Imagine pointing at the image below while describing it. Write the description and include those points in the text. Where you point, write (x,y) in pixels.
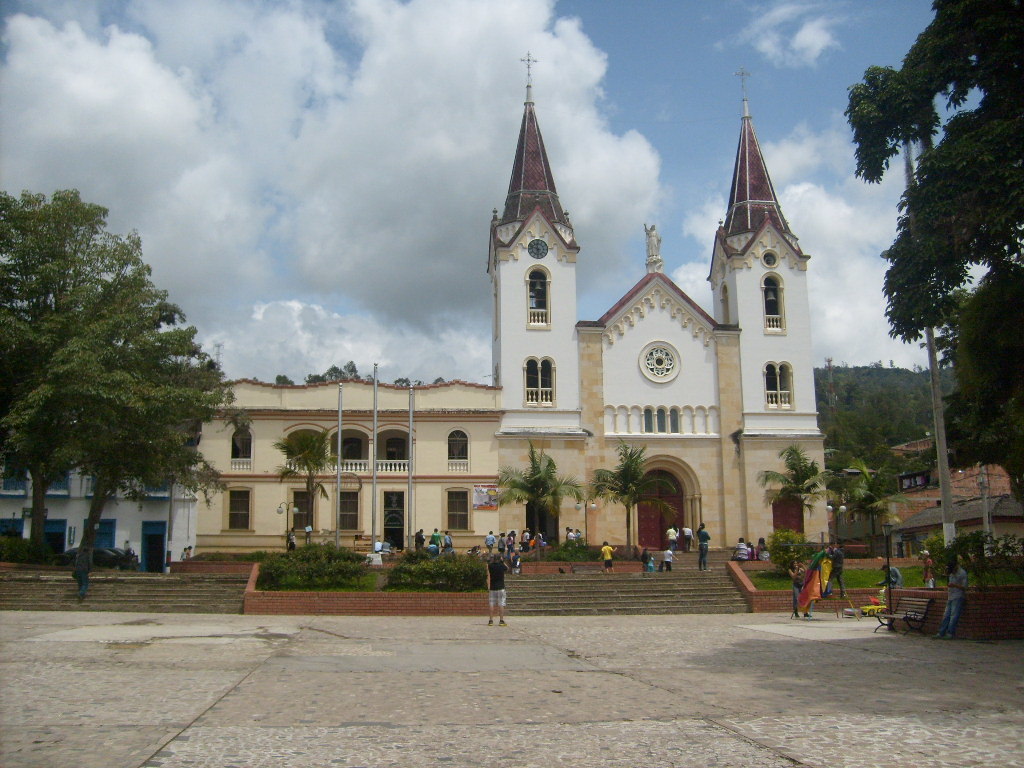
In this image I can see building (328,394), windows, stairs (577,604), trees (114,431), bench (898,613), light poles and few people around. The sky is in blue and white color.
